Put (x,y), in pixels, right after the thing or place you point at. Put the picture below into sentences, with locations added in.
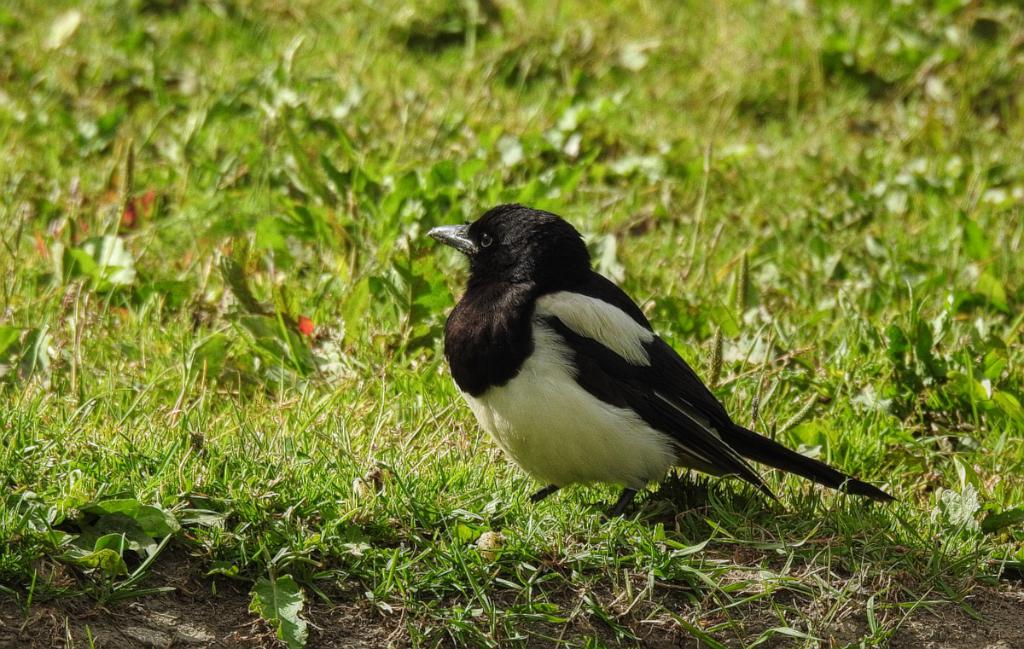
In this image, there is a bird (517,377) on the grass (488,493). In the background (451,23), image is blurred.
